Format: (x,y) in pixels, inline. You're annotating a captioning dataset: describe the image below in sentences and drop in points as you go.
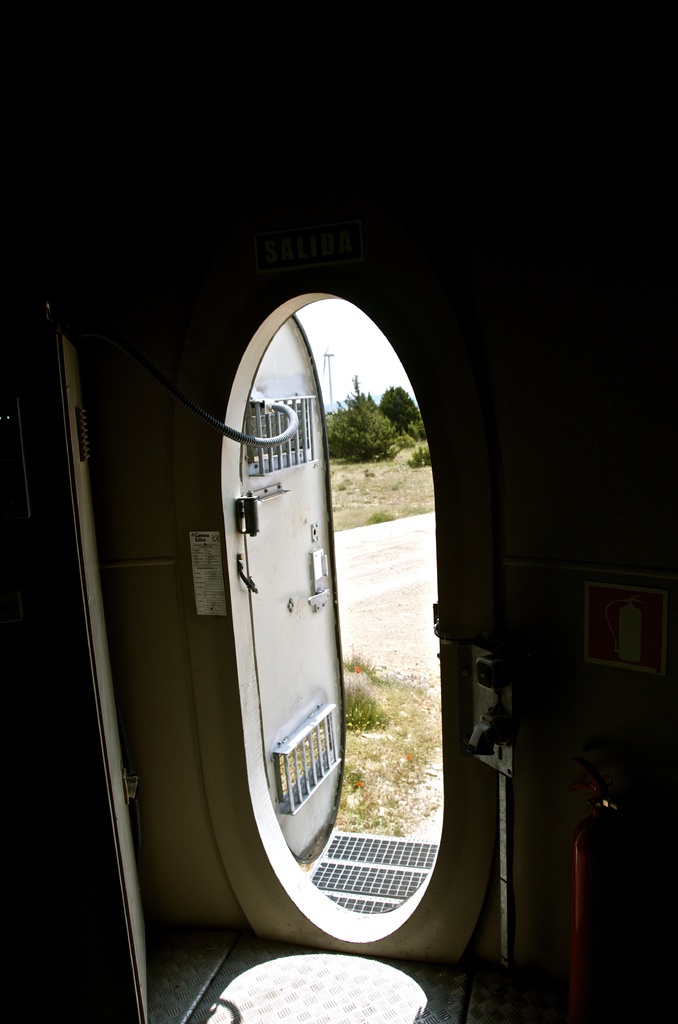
In this image we can see inside view of a room (558,864). In the center of the room (429,896) we can see a door (274,739) with cable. To the right side of the image (595,833) we can see a fire extinguisher (595,833) placed on the ground (554,997), a pole (509,943) and a signboard (634,629) on the wall (616,680). In the background (392,442), we can see a group of trees (380,430) and the sky (352,367).
